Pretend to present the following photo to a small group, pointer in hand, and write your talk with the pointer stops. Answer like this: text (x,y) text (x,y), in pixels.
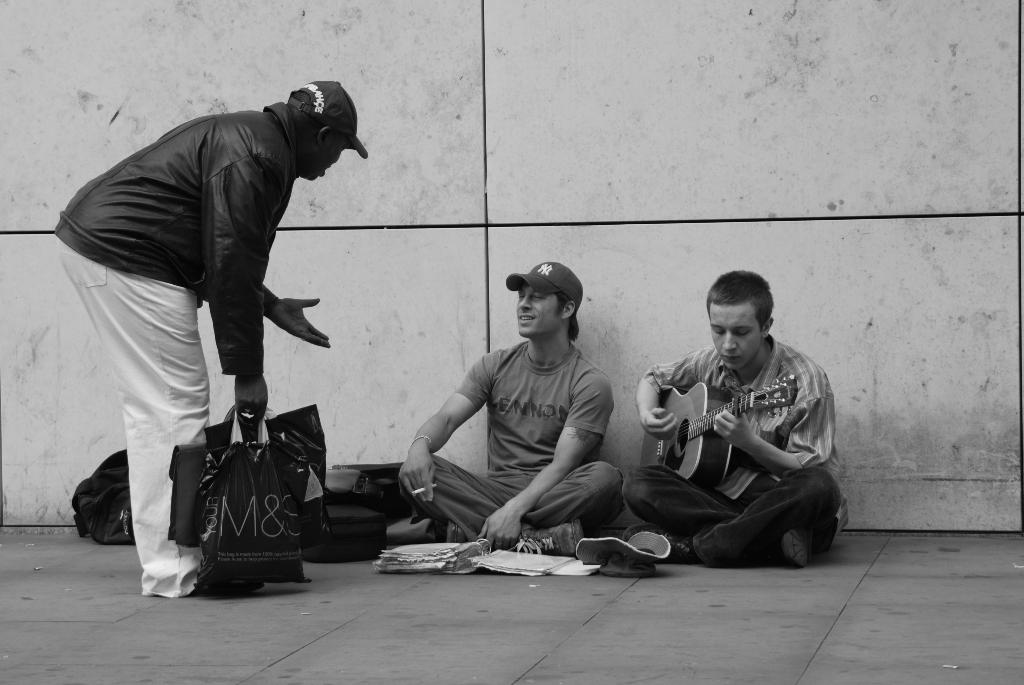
These two persons (526,279) are sitting and this person (677,366) playing guitar (701,439) and this person (131,450) standing and holding covers (270,439) and wear cap (336,121). We can see bags (321,555), books (446,563) on the road (659,596). On the background (656,118) we can see wall (691,98).
